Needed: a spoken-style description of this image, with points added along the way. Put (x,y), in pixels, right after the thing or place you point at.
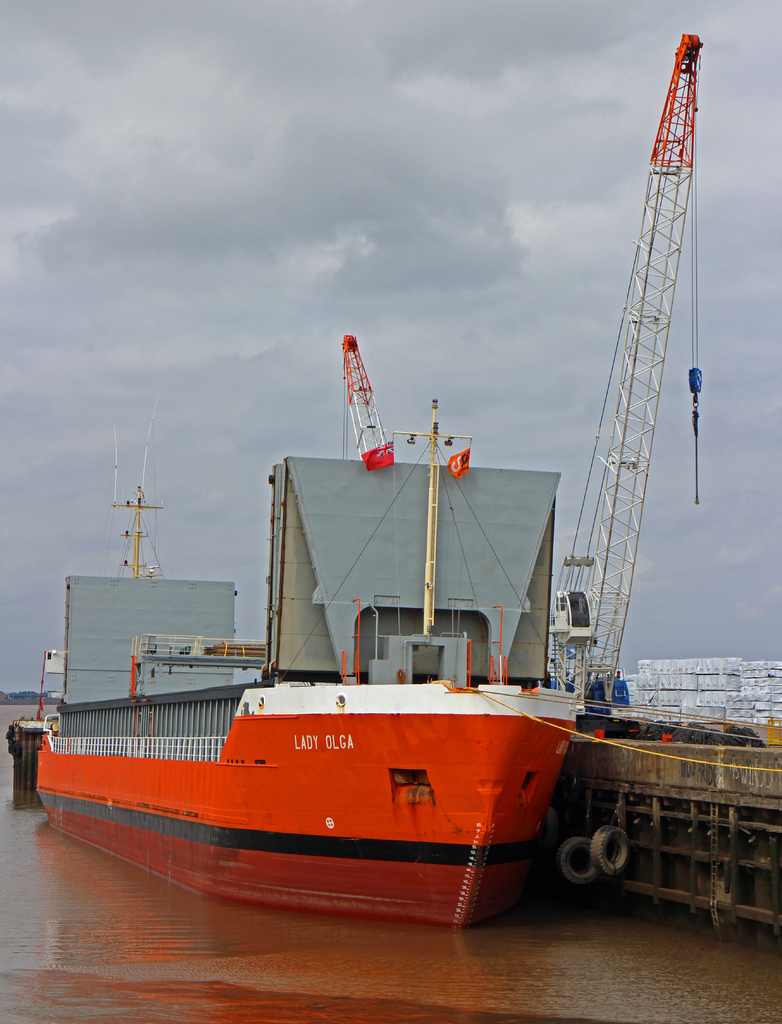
In this picture we can see boat (319,842) above the water (498,945) and we can see tyres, pole (135,569), crane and objects (772,688). In the background of the image (267,316) we can see the sky (336,276) with clouds (335,270).
